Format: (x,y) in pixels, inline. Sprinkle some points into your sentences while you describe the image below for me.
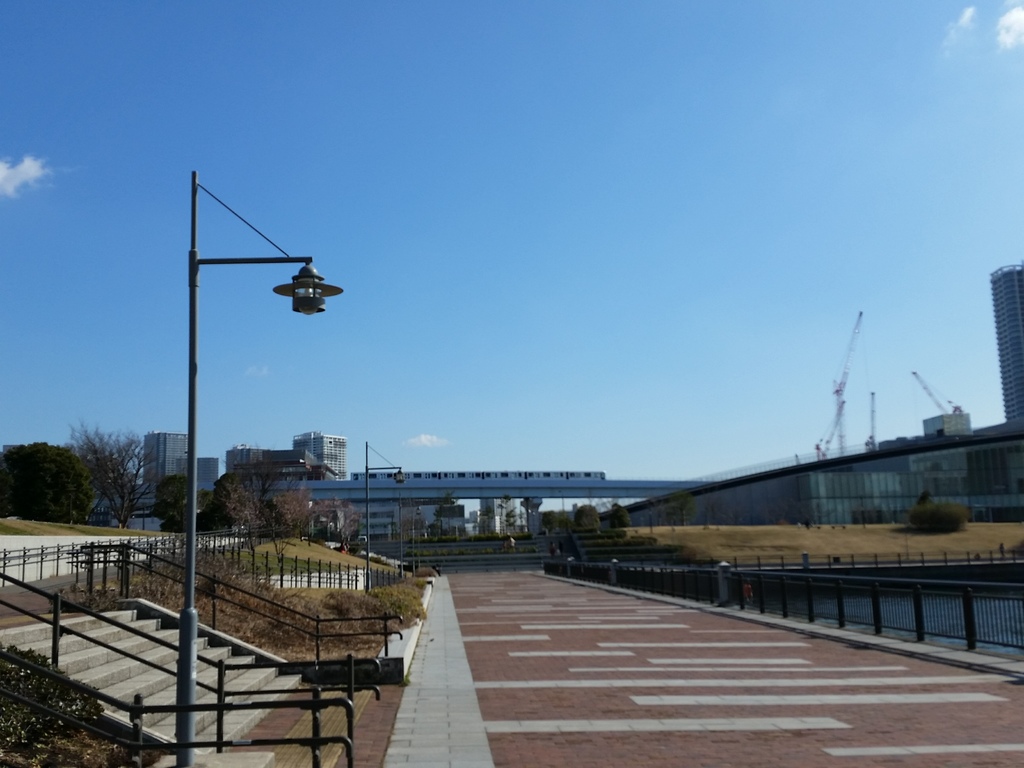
In this picture we can see road (531,700), side we can see some staircases (111,674), grass (300,552), trees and we can see fencing (866,599), behind we can see some buildings (267,459).
